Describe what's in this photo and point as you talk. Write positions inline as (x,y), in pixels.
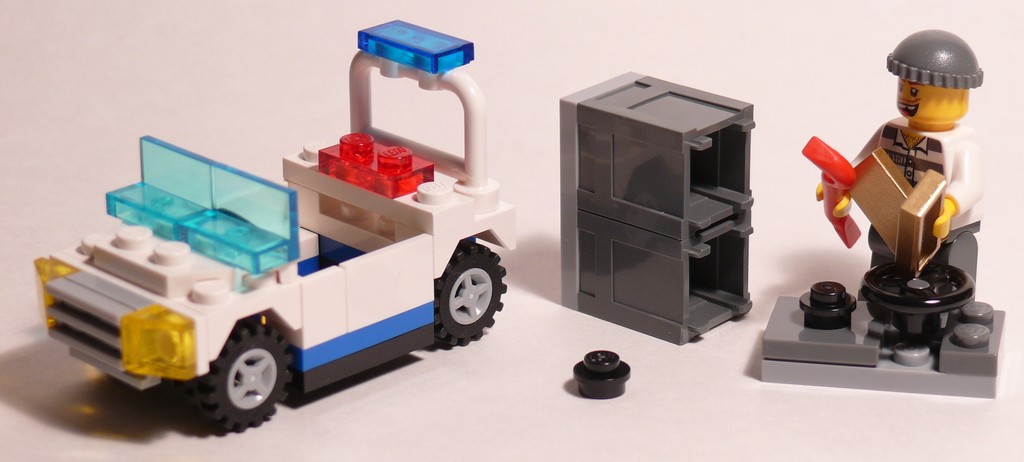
In this image we can see a toys (380,298) of a vehicle (336,292), cabinet (631,289) and a man (918,172).
